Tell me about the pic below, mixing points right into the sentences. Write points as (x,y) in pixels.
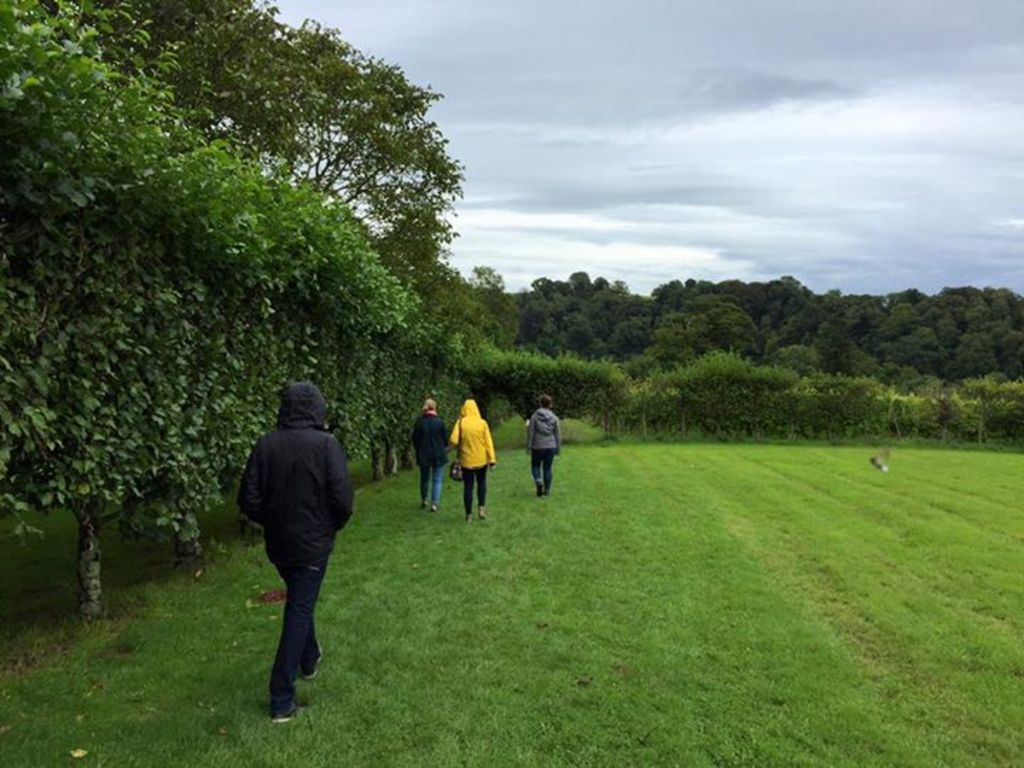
This picture is taken from the outside of the city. In this image, on the left side (339,458), we can see a group of people (321,526) are walking on the grass (380,616). On the left side (153,354), we can see some trees (417,369) and plants (504,390). In the background (603,375), we can see some plants (671,388), trees (895,312). At the top (925,189), we can see a sky (925,189) which is cloudy, at the bottom (996,702), we can see a grass (994,743).
